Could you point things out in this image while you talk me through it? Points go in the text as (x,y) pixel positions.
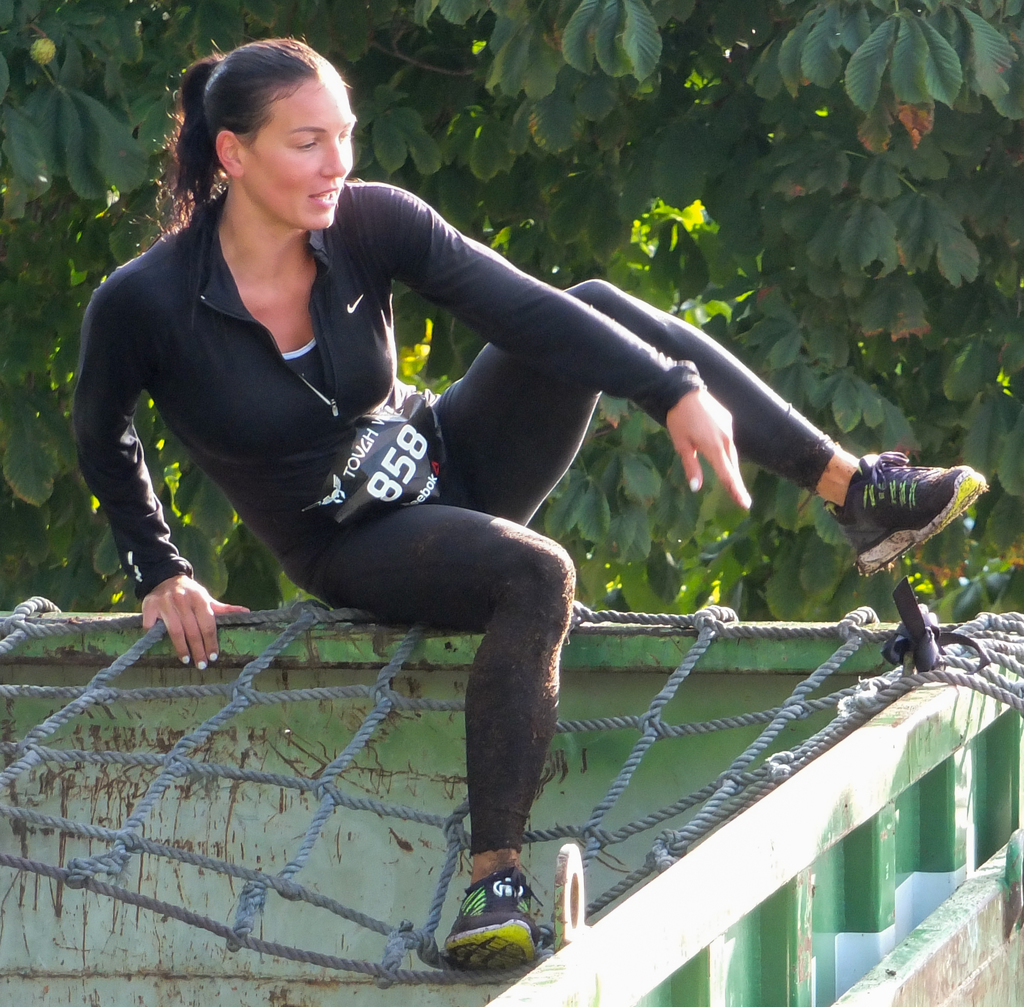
In this image I can see a woman (370,410) wearing black color dress (337,381) is sitting on a green colored metal object (414,713). I can see few ropes (345,804) tied to the metal object (722,747). In the background (704,150) I can see few trees (701,192) which are green in color.
